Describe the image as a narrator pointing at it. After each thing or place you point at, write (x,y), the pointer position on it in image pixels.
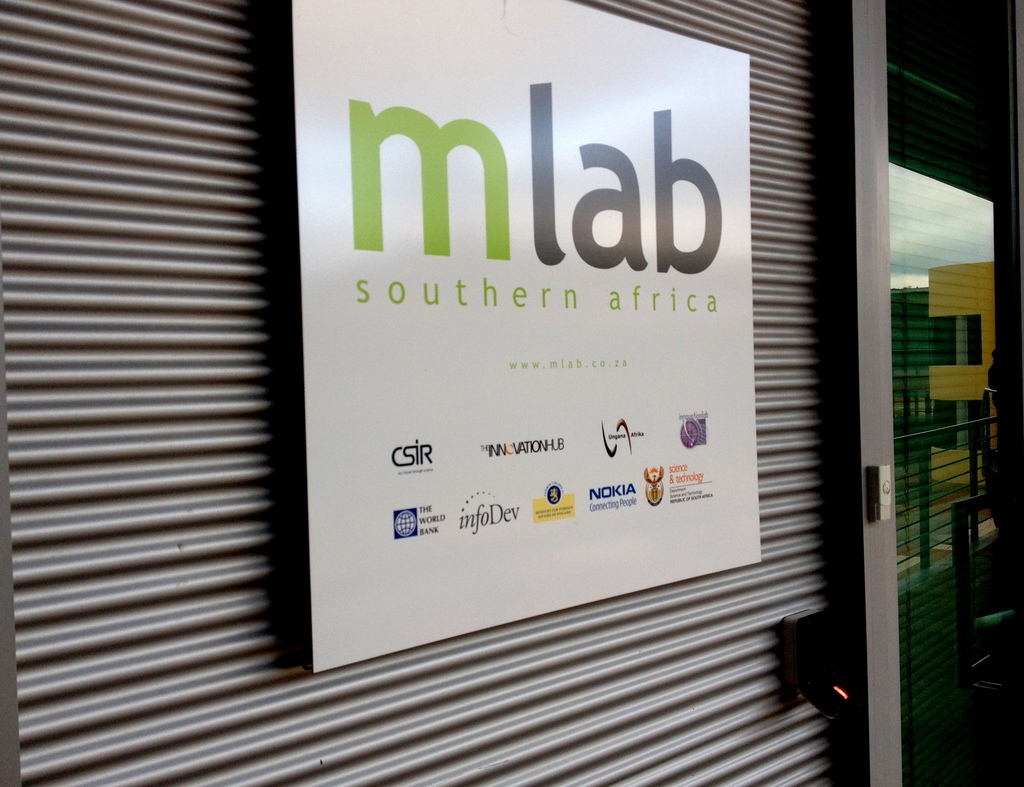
In this image there is a advertising banner (386,428) on the shutter (664,15), beside that there is a glass (964,621) with a reflection (943,398) of buildings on it.
